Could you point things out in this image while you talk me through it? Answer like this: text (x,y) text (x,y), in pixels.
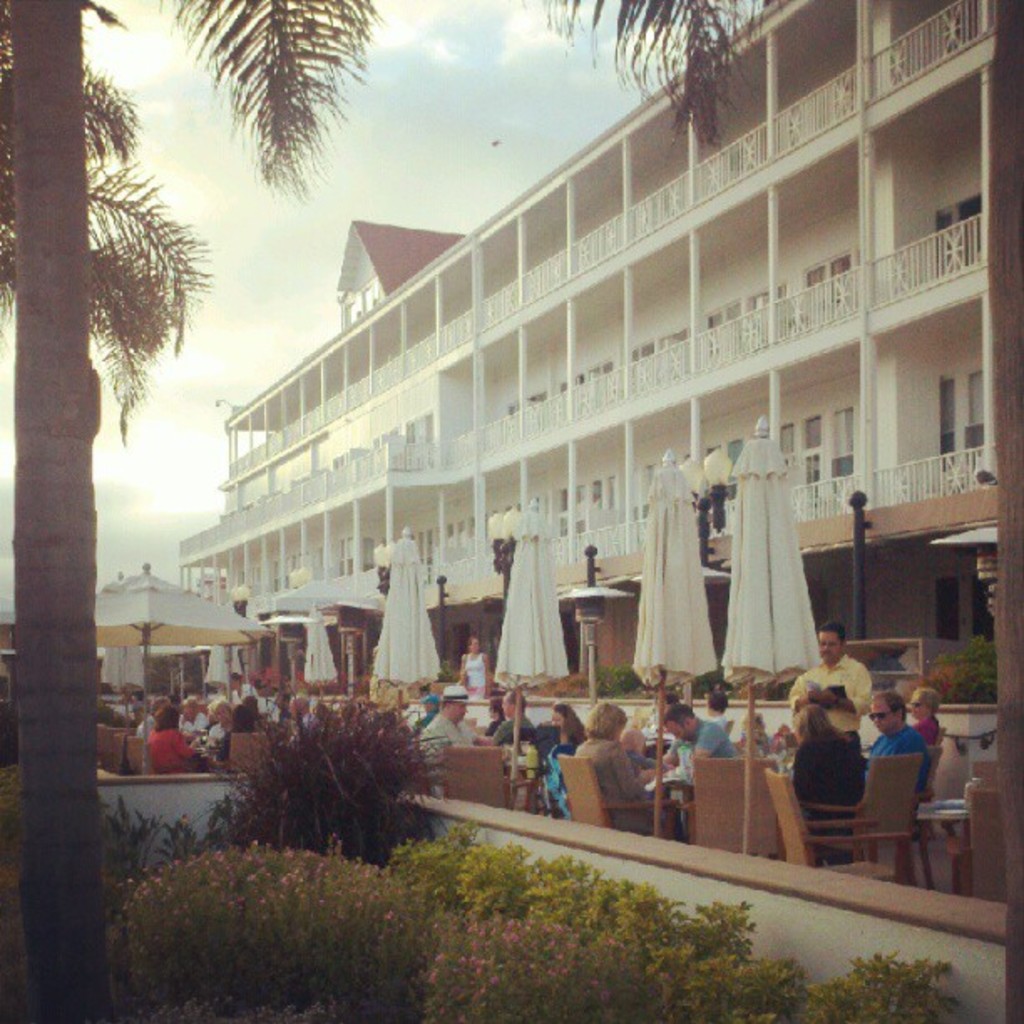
This image is taken outdoors. At the top of the image (440,126) there is a sky (165,378) with clouds (204,184). At the bottom of the image (246,860) there are a few plants (470,950). On the left side of the image (47,327) there is a tree (51,707). In the middle of the image (415,558) there are a few umbrellas (341,596) and a few people (311,708) are sitting on the chairs (910,766) and a few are standing. On the right side of the image (891,340) there is a building (594,347) with walls (388,424), windows (758,301), pillars (522,381), railings (814,299) and doors (939,612).
